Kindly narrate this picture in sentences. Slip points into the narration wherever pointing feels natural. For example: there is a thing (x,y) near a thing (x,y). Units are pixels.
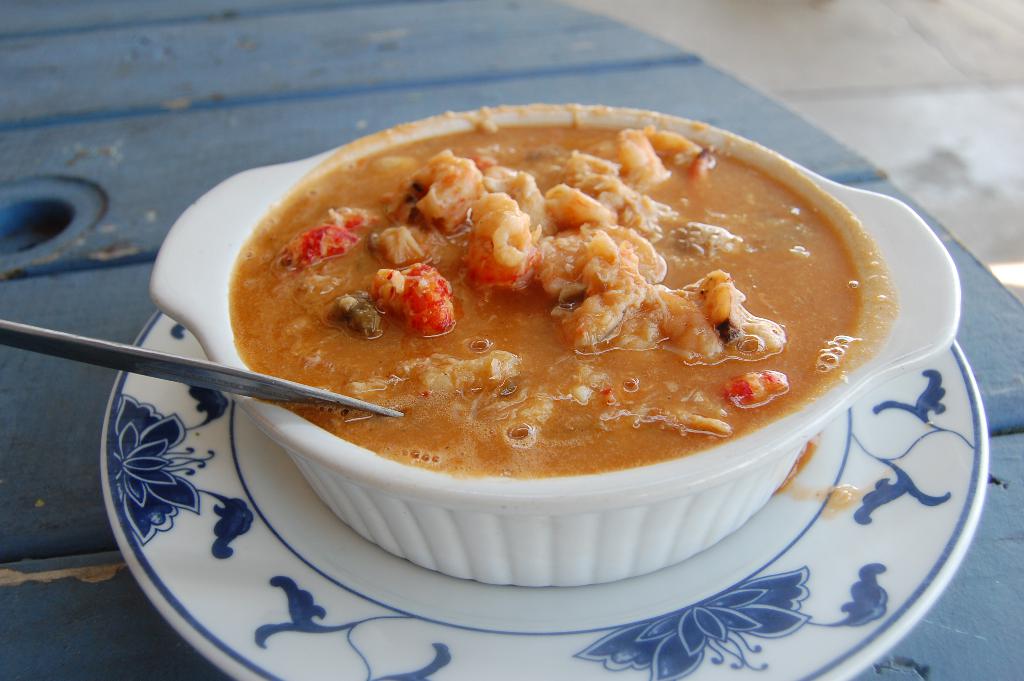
This image contains a plate (451,581) on the table (541,69). On plate (387,587) there is a bowl (571,557) having some food (560,440) and spoon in it. Beside table (738,106) there is floor (845,85).
